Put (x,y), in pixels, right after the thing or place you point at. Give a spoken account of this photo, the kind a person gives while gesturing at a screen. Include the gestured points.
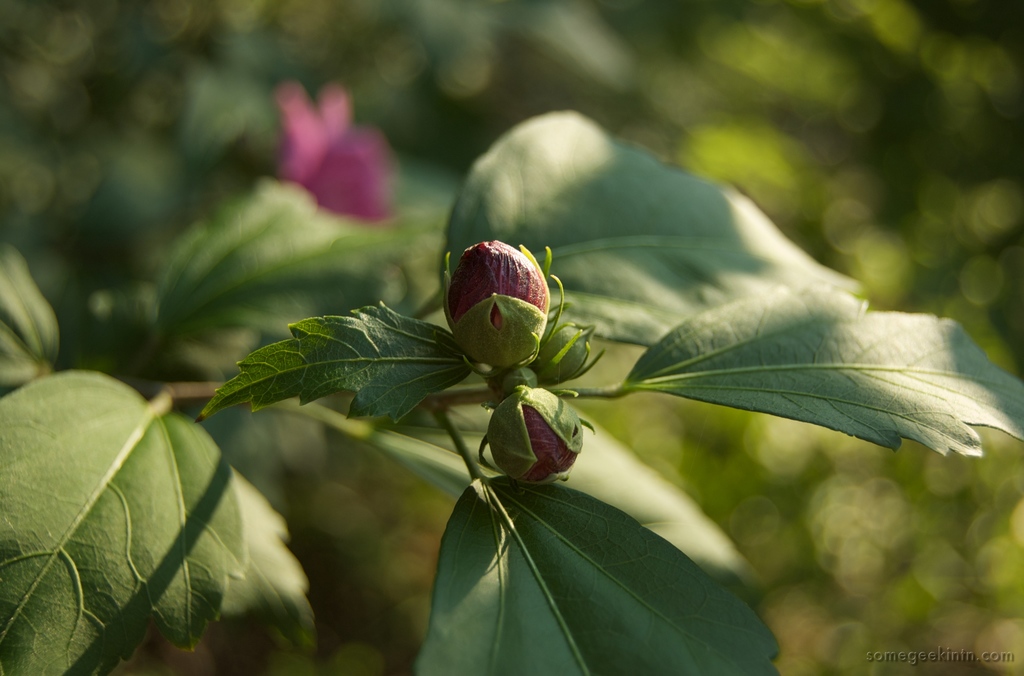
In this picture I can see the buds (577,441) on the plant (701,349). At the bottom (626,542) I can see the leaves (517,593). In the background (338,98) I can see the red flower (327,110) on the plant (434,179). In the bottom right corner (991,661) there is a watermark (1000,649). On the right (1022,564) I can see the blur image.
